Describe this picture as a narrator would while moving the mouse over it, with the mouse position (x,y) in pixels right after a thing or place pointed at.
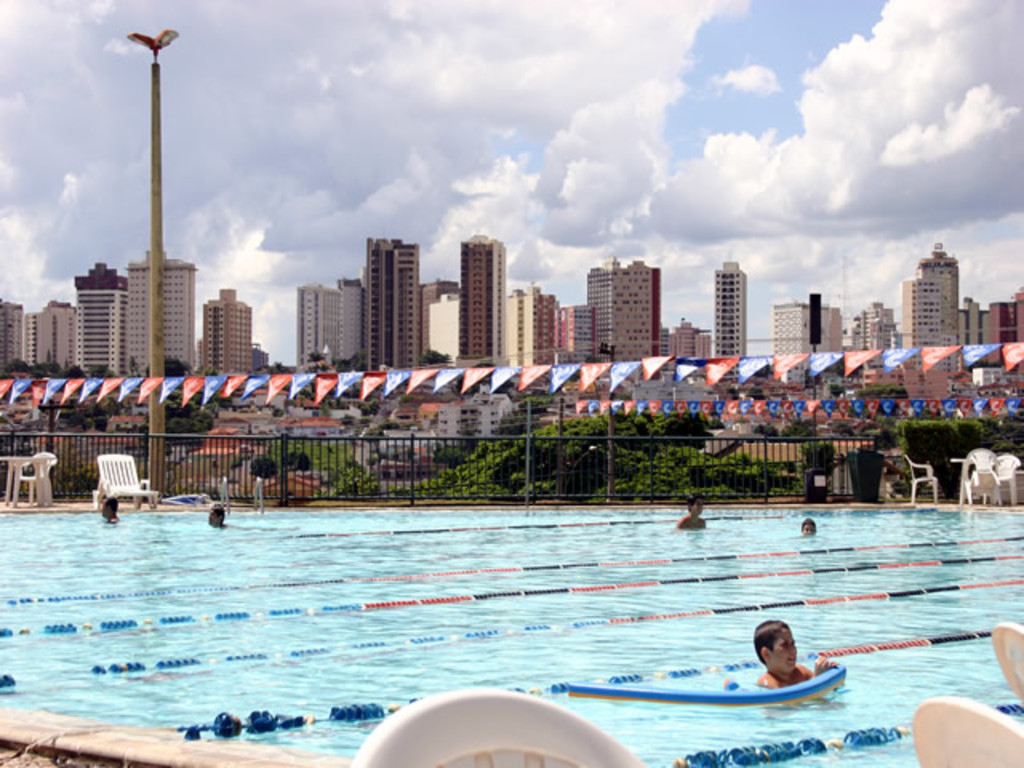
In this picture I can observe a swimming pool (532,563). There are some people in the swimming pool (631,596). I can observe some chairs (925,738) on the right side (972,723). There is a black color railing (85,471). On the left side (162,447) I can observe a pole (160,220). I can observe some buildings (537,327) and trees (174,366) in this picture. In the background (438,119) there is a sky (598,163) with some clouds (561,168).
